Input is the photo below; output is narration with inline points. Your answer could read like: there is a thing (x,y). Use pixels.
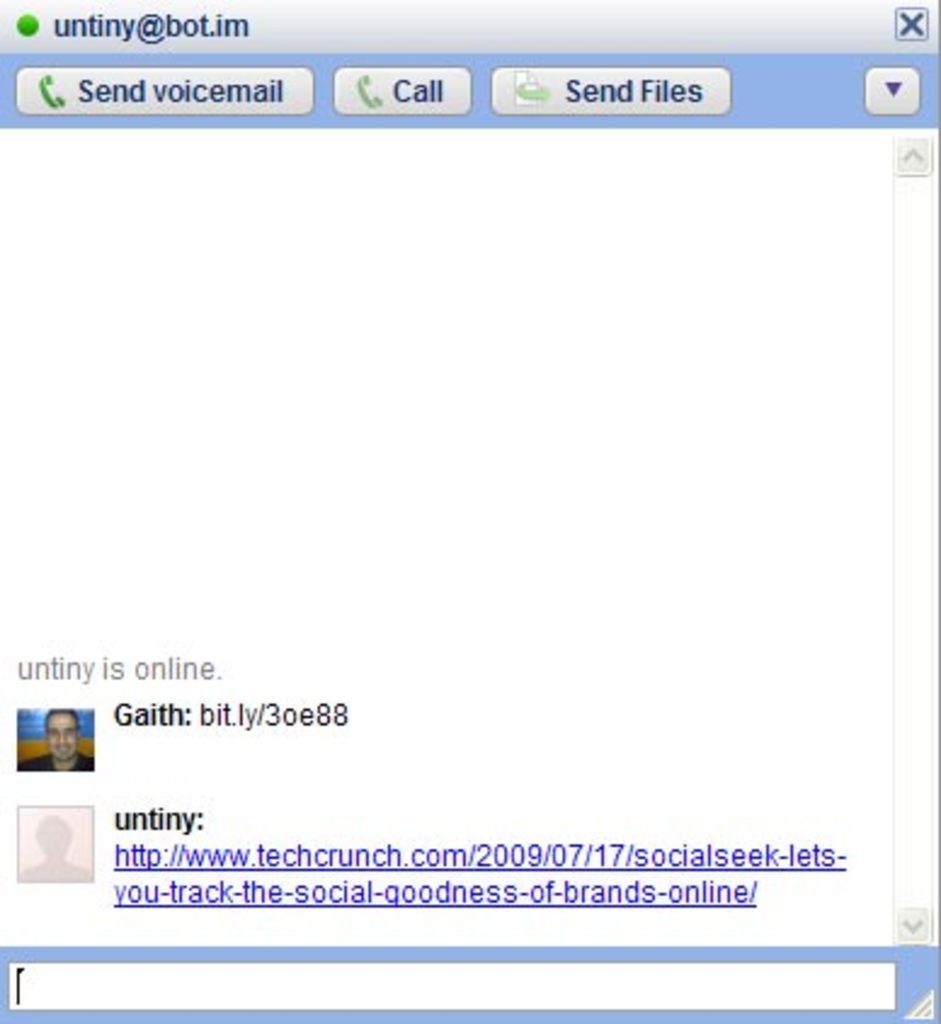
In the center of the image (611,657) we can see a screenshot (557,583) of a chat (432,547), in which we can see a person (74,770) and some text (337,868).
